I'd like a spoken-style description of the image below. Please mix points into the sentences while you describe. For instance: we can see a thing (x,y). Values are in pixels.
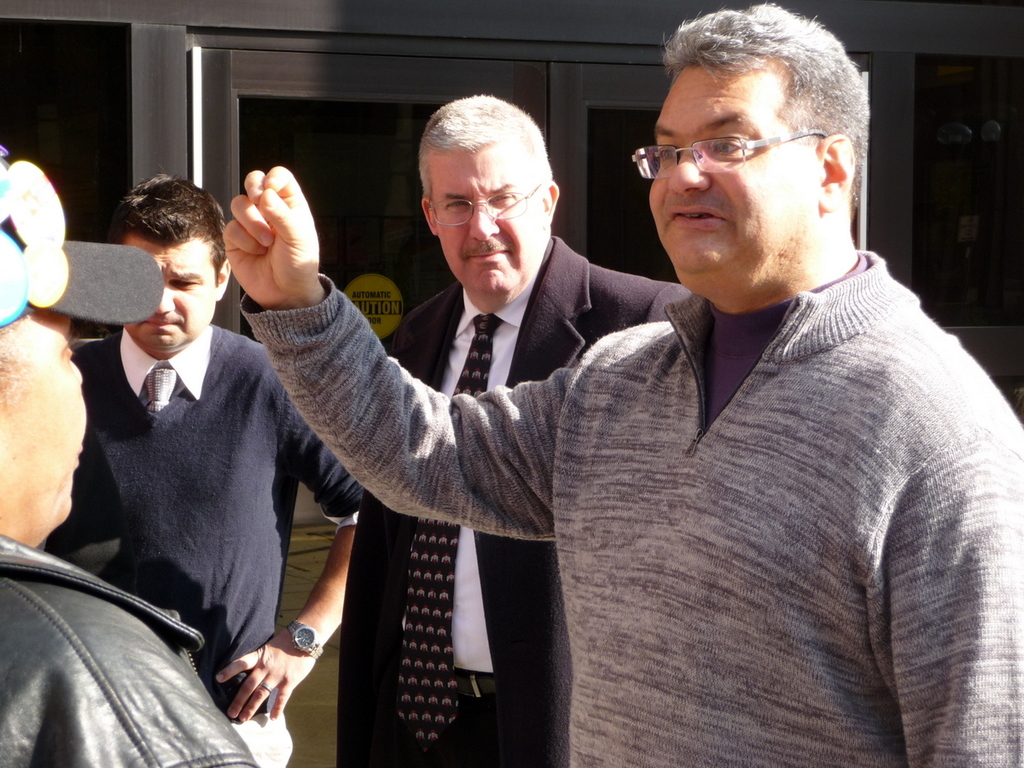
In this image we can see four people (343,319) standing near the glass door (396,202), one yellow sticker (397,302) with text (381,313) attached to the glass door (384,194).
